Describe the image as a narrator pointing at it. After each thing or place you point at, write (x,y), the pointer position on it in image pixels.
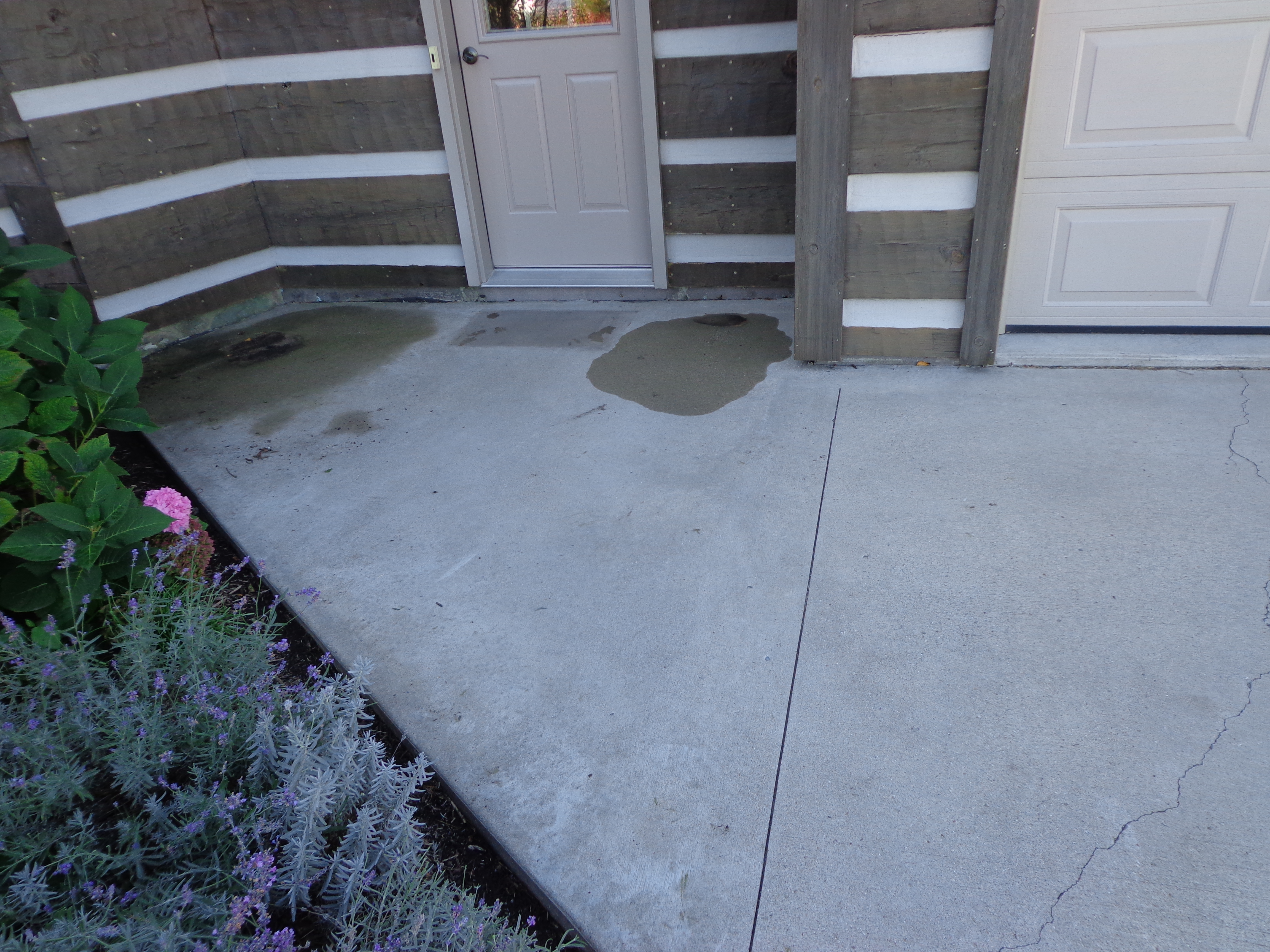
On the left side of the image (72,395) we can see plants (148,568) and there is a flower (168,513). In the center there are doors (1088,41) and a wall (380,208).
